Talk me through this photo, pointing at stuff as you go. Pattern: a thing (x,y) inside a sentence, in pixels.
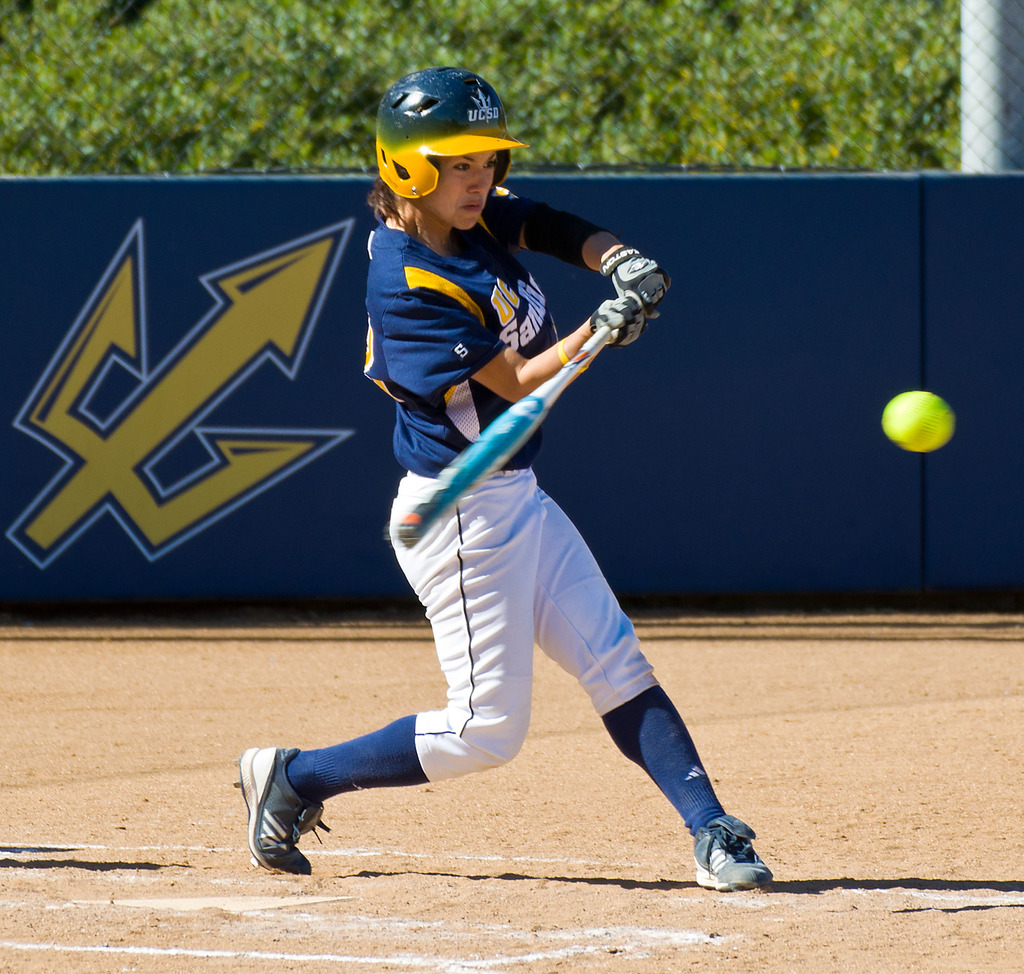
In this image in the center (477,468) there is a woman (438,572) playing, holding a bat (478,458) in her hand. In the background (476,67) there are trees (820,73), there is fence (715,143) and there is a banner (803,319) which is blue in colour and there is a symbol (166,440) on the banner (159,400). In the front (909,437) on the right side (911,427) there is a ball (918,426) in the air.
